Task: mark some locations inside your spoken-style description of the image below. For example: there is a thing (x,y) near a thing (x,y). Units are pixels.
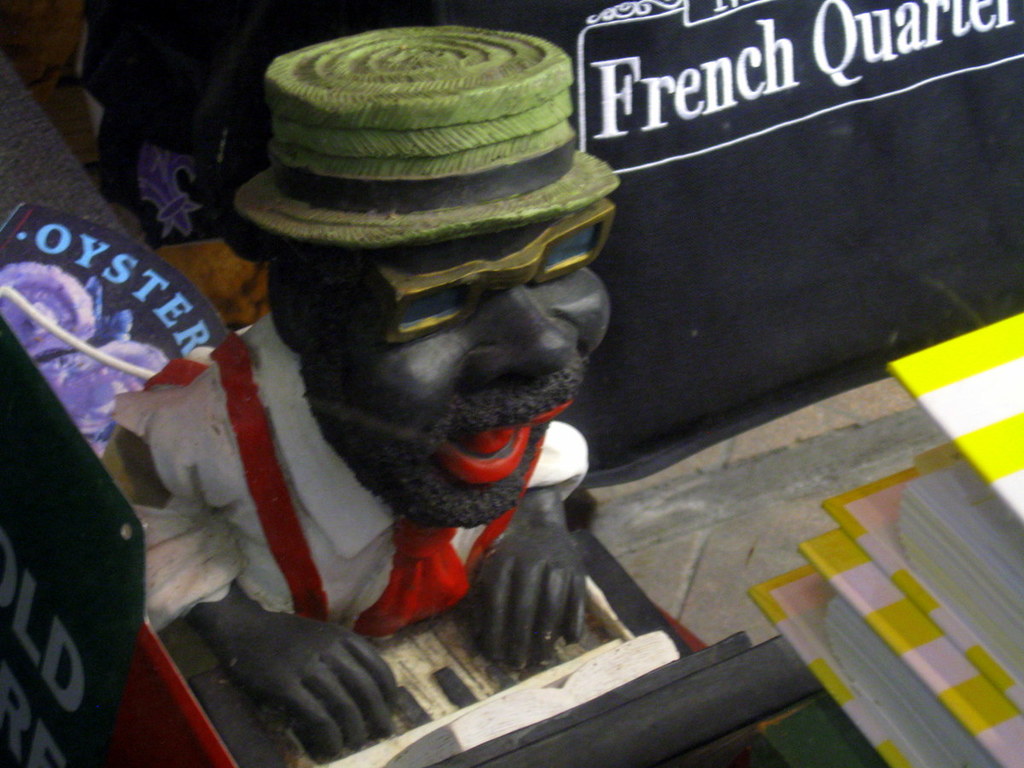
In this picture we can see a statue of a person (378,525) on the platform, where we can see boards (55,689) and some objects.
